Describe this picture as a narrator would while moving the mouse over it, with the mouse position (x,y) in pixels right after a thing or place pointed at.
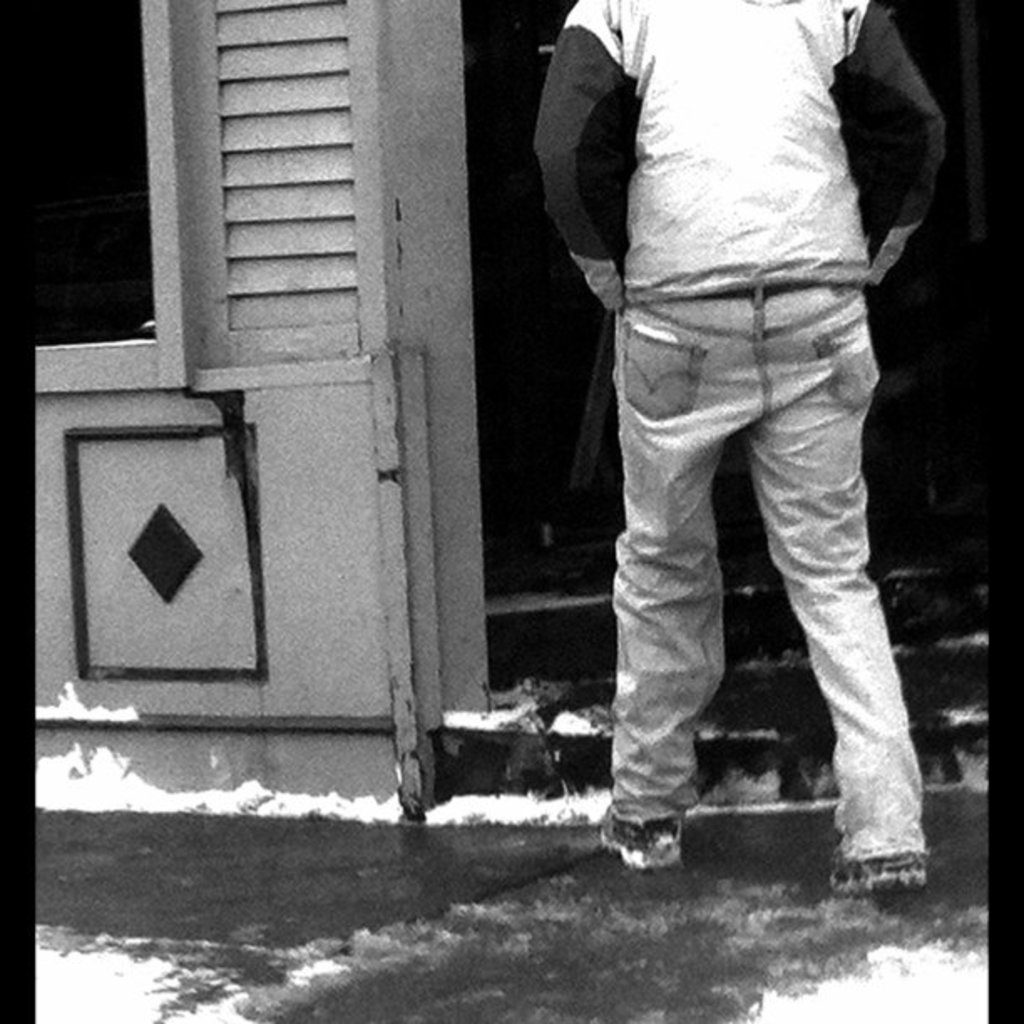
In this image I can see a person (621,700) is standing in the front (836,604). In the background (738,679) I can see stairs (512,746) and I can see this image is black and white in colour.
